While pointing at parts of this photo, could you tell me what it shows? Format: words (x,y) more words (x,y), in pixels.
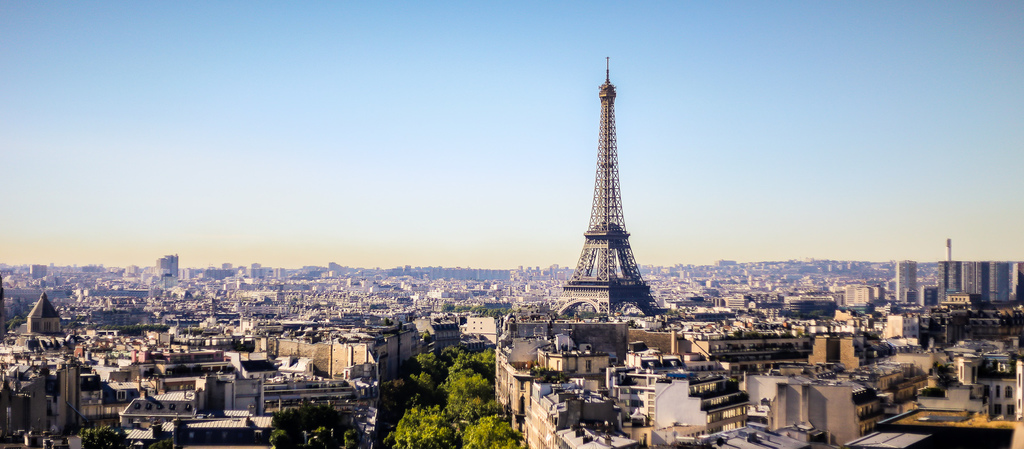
In this image I can see at the bottom (450,392) there are trees (441,386), in the middle (665,279) there are buildings (648,353). There is an Eiffel tower (608,195), at the top (551,130) it is the sky (429,131).
